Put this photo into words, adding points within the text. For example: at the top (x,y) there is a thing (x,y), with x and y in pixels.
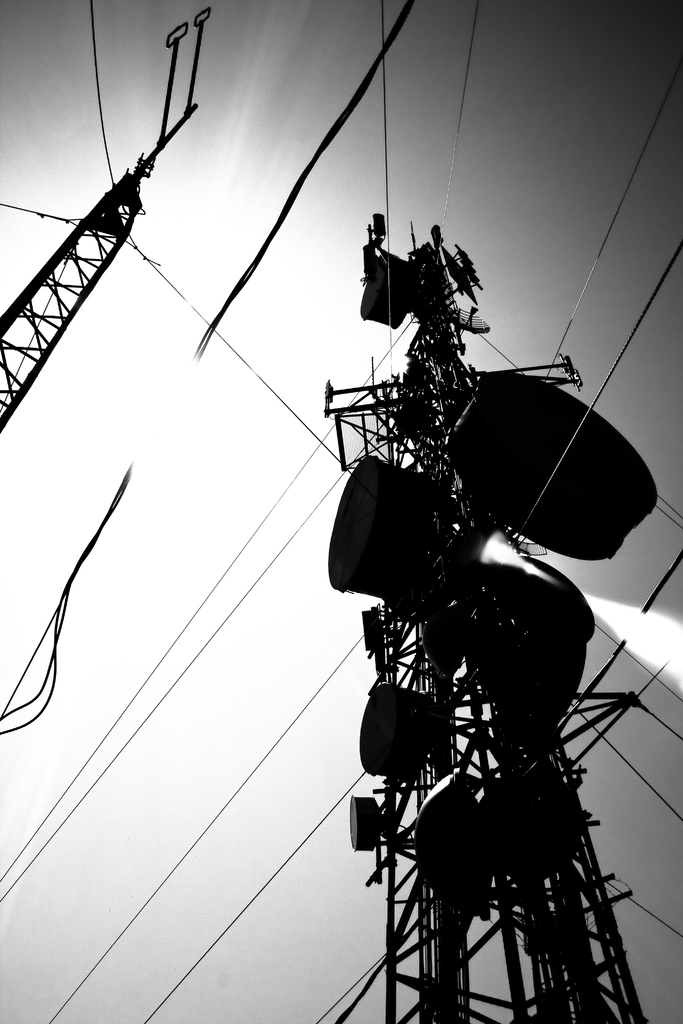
It is a black and white image with two towers (365,433) and also the wires (350,112). We can also see the sky (344,603) in the background (458,180).
